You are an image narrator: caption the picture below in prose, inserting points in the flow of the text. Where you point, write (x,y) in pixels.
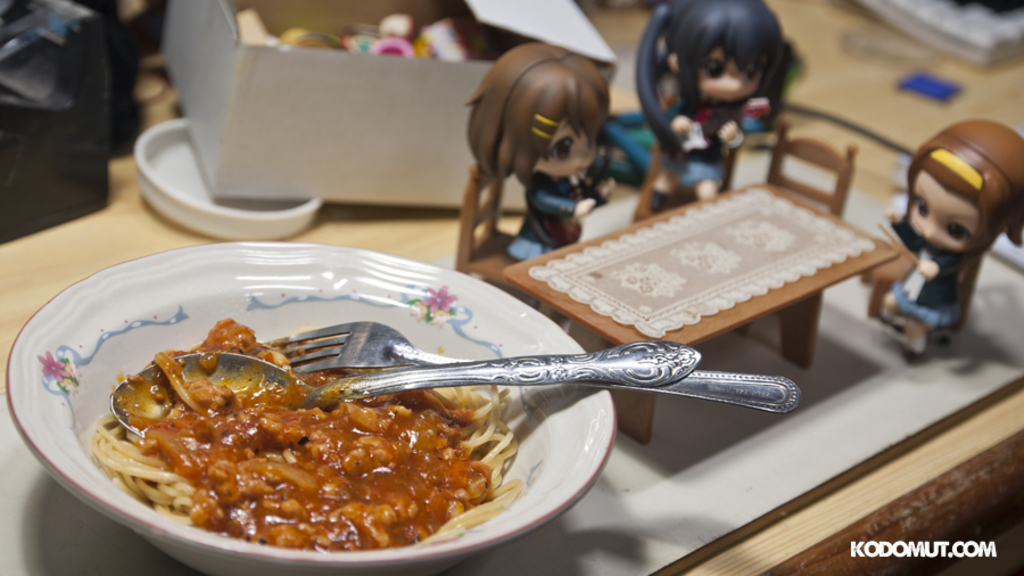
In the image there is a bowl (427,563) with food (229,427), noodles (125,448), spoon (351,383) and fork (474,363) in it and beside it there is a toy dining table (559,300) with toys (562,161) around it and behind there is a small box (322,132) with some things (457,20) inside it on a table (876,90).
